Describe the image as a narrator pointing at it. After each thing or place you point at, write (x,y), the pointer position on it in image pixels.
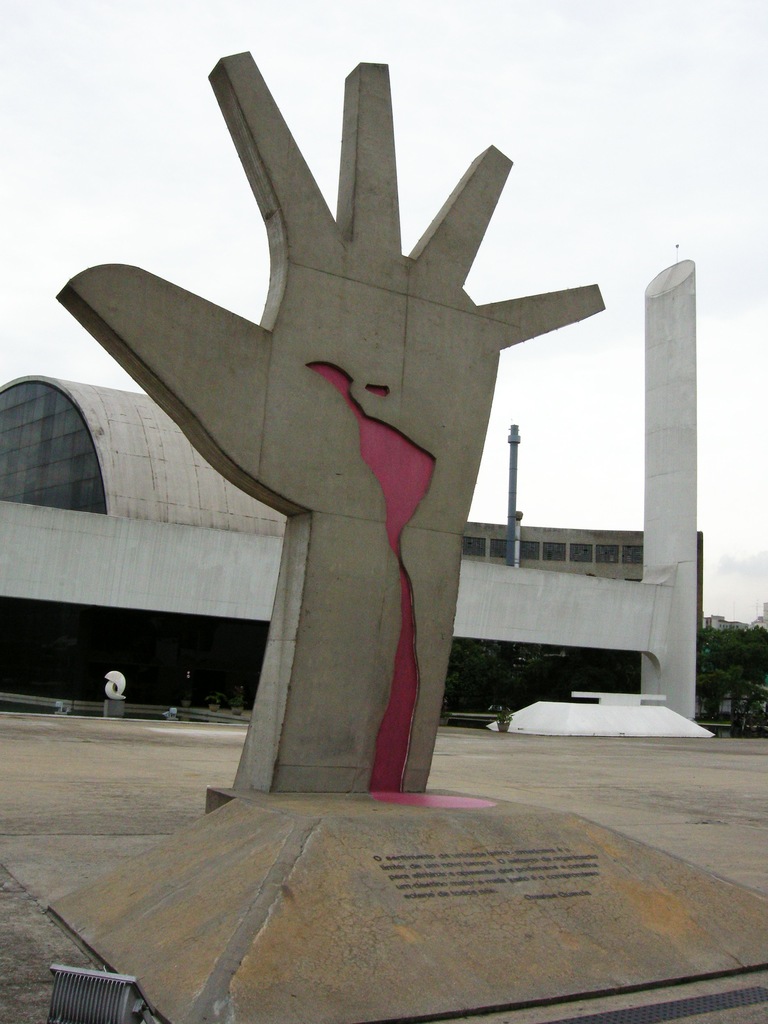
In this picture we can see statue (371,582) of a hand (349,666) on the platform (331,830). In the background of the image (34,420) we can see building (9,660), trees (746,699), pole (668,636) and sky (751,299).
